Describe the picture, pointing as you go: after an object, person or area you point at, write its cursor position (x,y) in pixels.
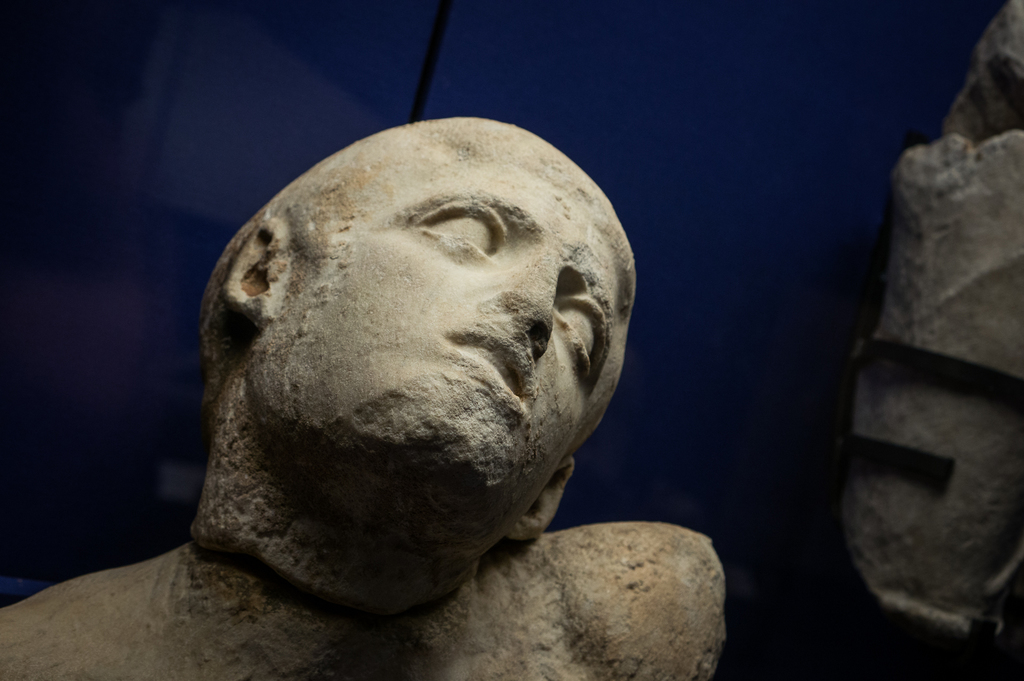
In this image I can see there are sculptures (585,395) and at the back (677,122) it looks like a cloth (849,47).
